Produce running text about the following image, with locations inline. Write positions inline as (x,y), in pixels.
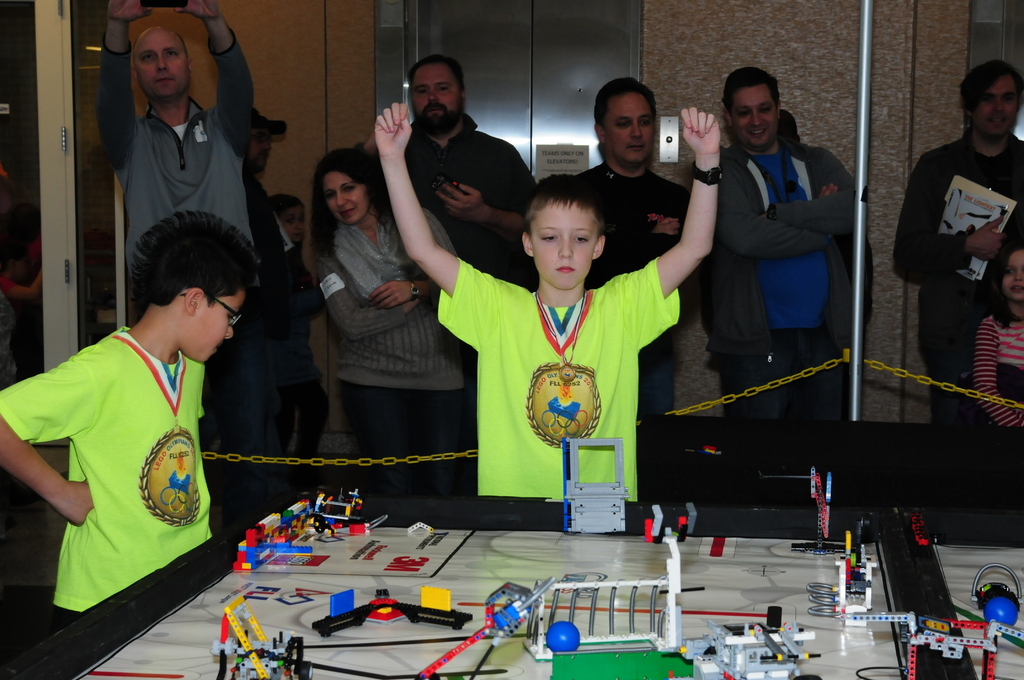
This picture shows few people (450,81) standing and we see a man (168,40) standing and holding camera (185,4) in his hand (118,14) and we see man (929,238) standing and holding book (968,226) in his hand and we see toys (912,639) on the table (65,641). We see couple of boy (584,393) standing they wore green color t-shirts (150,432) and we see a lift door (512,112).
